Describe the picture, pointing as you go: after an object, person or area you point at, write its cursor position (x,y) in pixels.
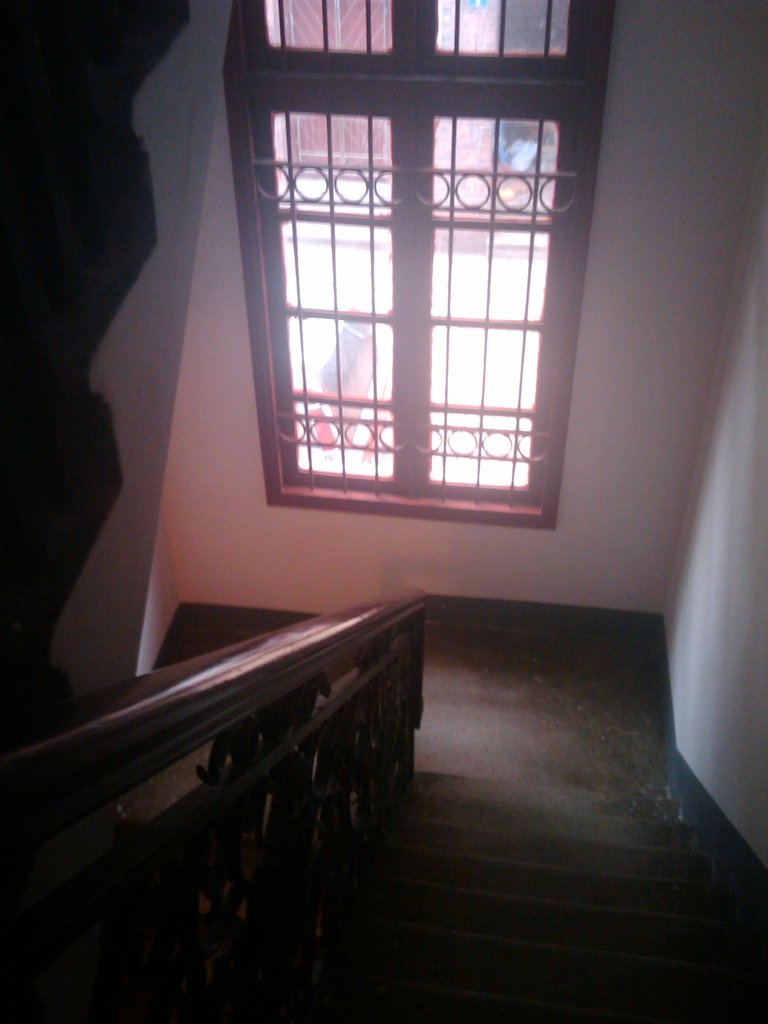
In this image we can see the staircase (501,679), handrail (51,840), also we can see the windows (423,381), and the walls (751,628).
